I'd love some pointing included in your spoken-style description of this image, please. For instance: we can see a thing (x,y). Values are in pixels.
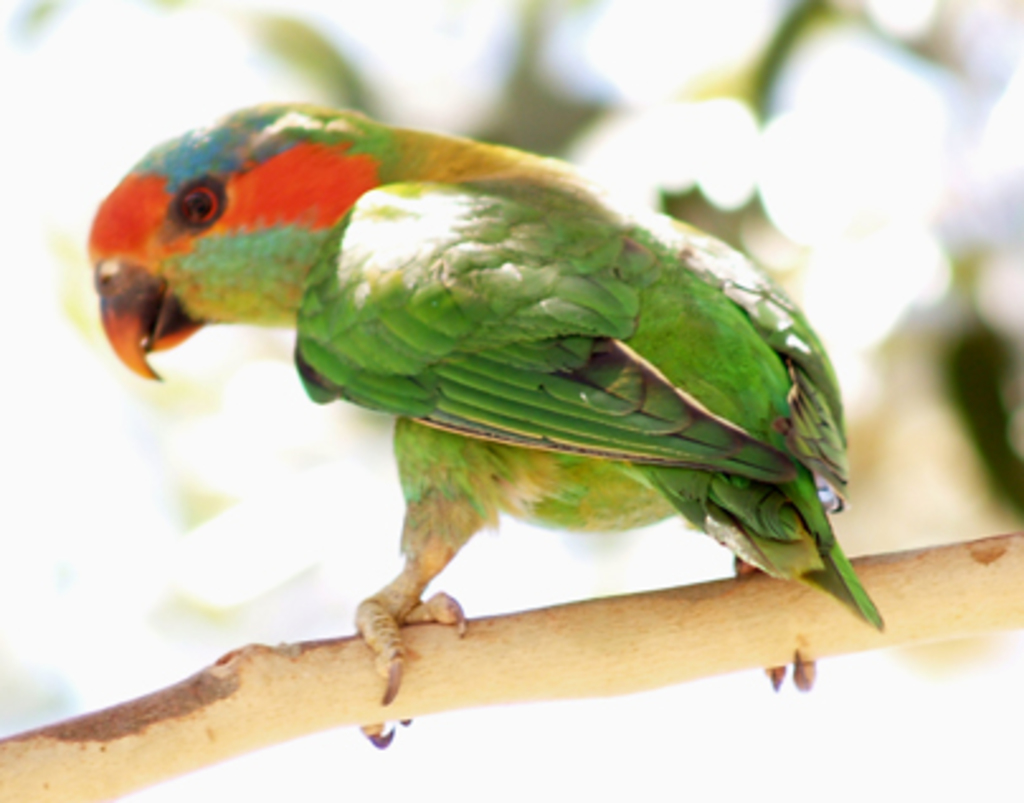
There is a green color parrot (684,336) standing on the branch (331,693) of a tree (125,706). And the background (310,790) is blurred.
